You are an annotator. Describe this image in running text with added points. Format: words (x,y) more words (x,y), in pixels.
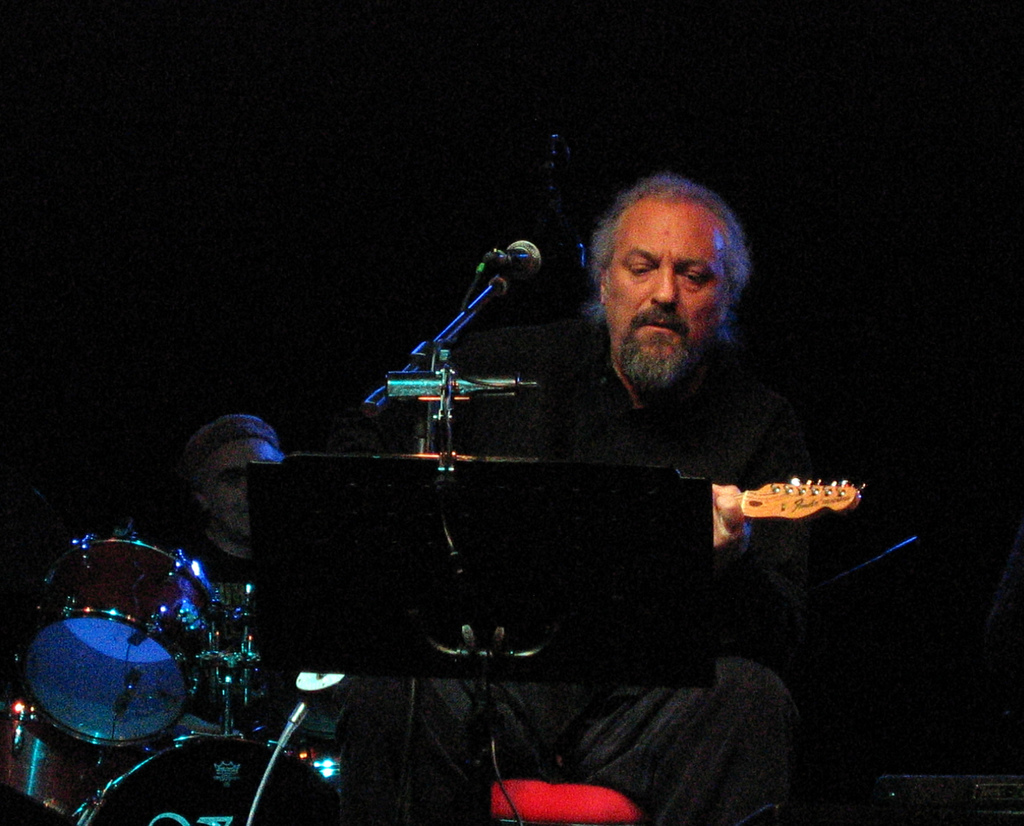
In this picture we can see a man (657,441) sitting and playing some musical instrument (779,498). He is wearing the black dress (765,446). In front of him there is book holder (474,586) and there is a mic (504,264). To the right side of him there is a man (216,529) sitting and playing drums (145,674).
